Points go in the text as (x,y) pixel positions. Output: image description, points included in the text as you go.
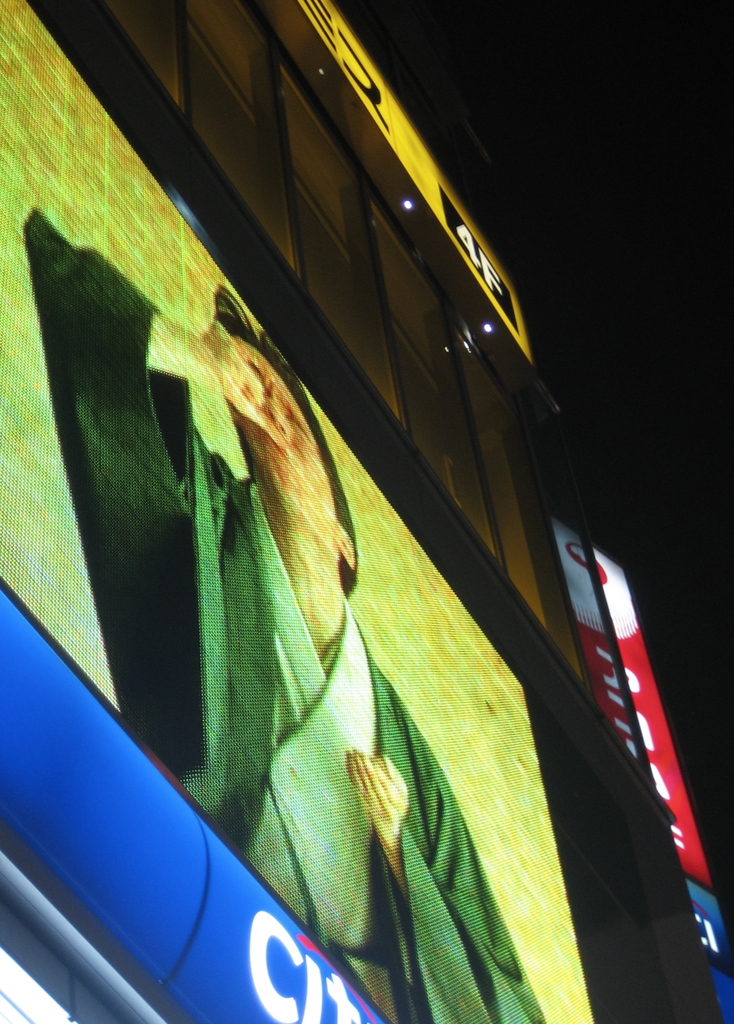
In this image there is a screen (145,170) may be attached to the wall (330,147) of building (330,147), on the screen (349,485) I can see person image (289,591), there are boards (376,84) attached to the wall (546,404), on which there is a text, at the bottom (317,1023) there is a text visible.
